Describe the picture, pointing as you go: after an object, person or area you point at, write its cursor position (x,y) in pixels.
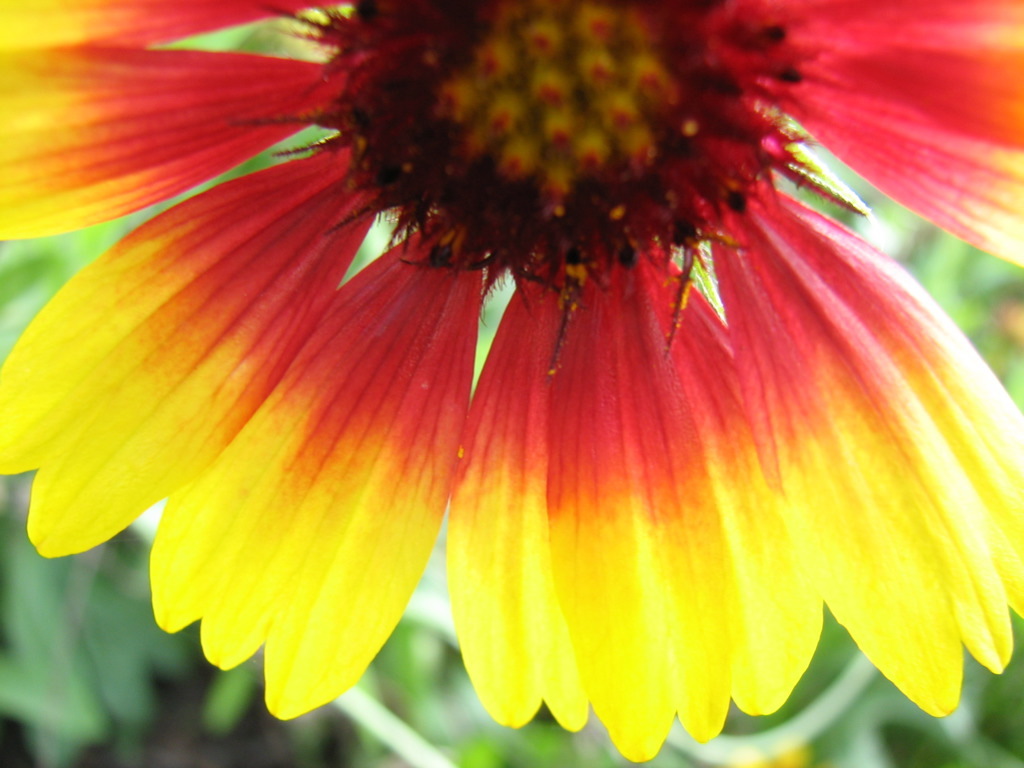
In this picture I can see a flower (350,318) and few leaves (71,557) in the background (85,646).
